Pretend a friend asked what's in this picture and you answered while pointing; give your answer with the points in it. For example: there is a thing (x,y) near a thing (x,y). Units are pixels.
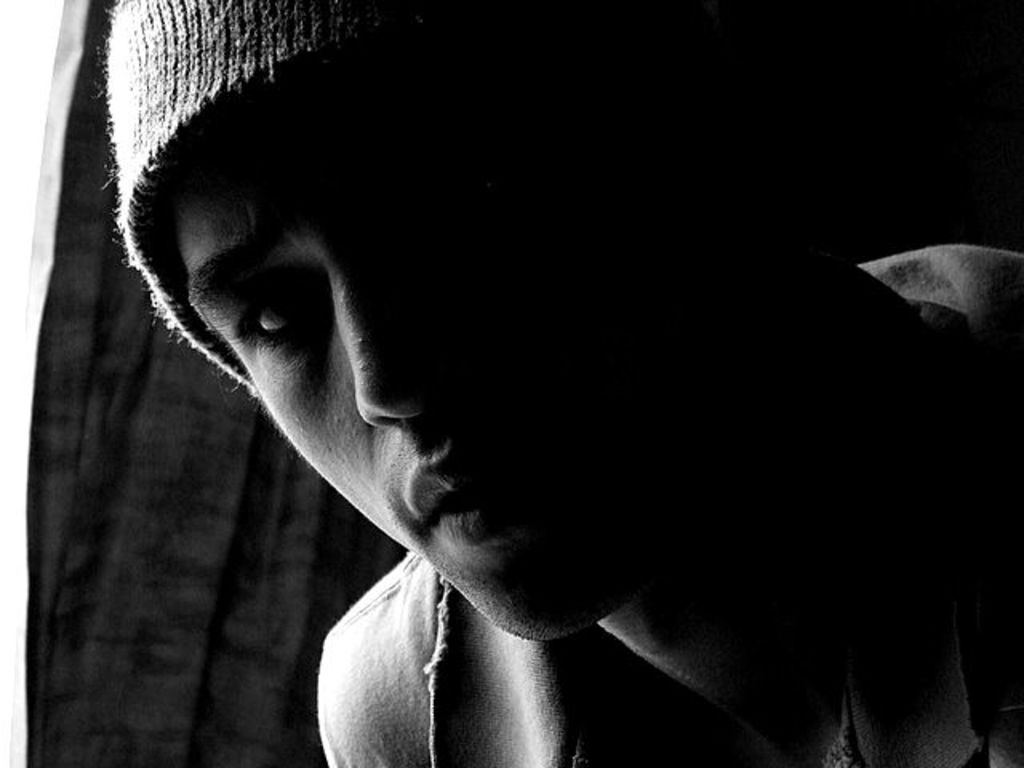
It is a black and white picture. In the center of the image (593,485) we can see one person (533,467) wearing a hat (261,30). In the background (313,599) there is a curtain (345,600).
